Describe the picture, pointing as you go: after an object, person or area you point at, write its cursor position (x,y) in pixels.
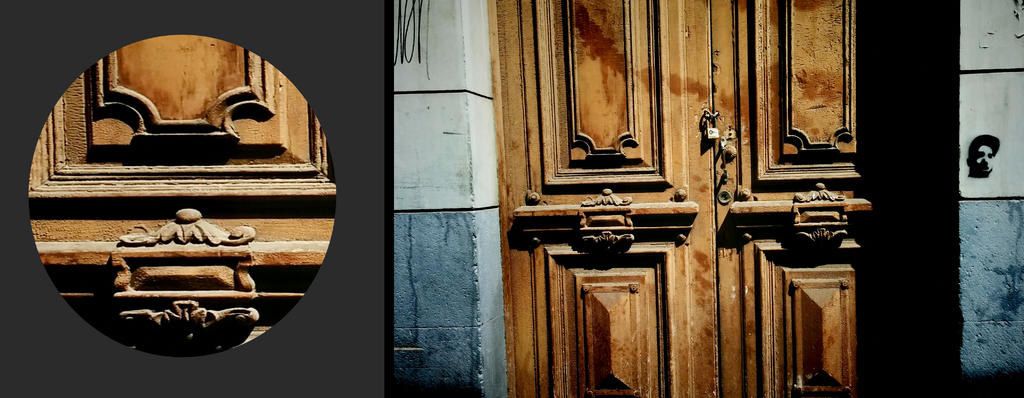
In this picture I can see a collage of pictures and I can see a door (632,205) to the wall (975,283) and in the first image I can see a wooden carving (178,276) on the door (170,218).
